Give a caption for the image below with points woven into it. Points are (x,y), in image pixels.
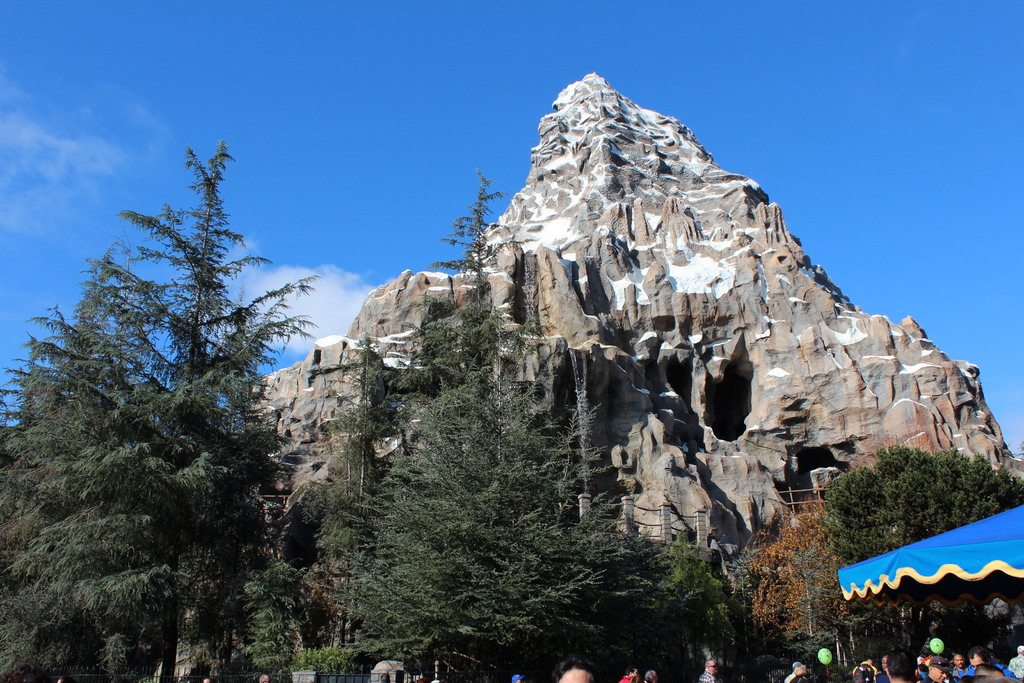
This is an outside view. At the bottom (717,668), I can see some people (571,673). On the right side (959,560) there is a blue color tent (898,575). In the background (692,472) there is a rock mountain (652,426). On the left side (190,489) there are some trees (136,505). At the top of the image (295,63) I can see the sky (215,64).
